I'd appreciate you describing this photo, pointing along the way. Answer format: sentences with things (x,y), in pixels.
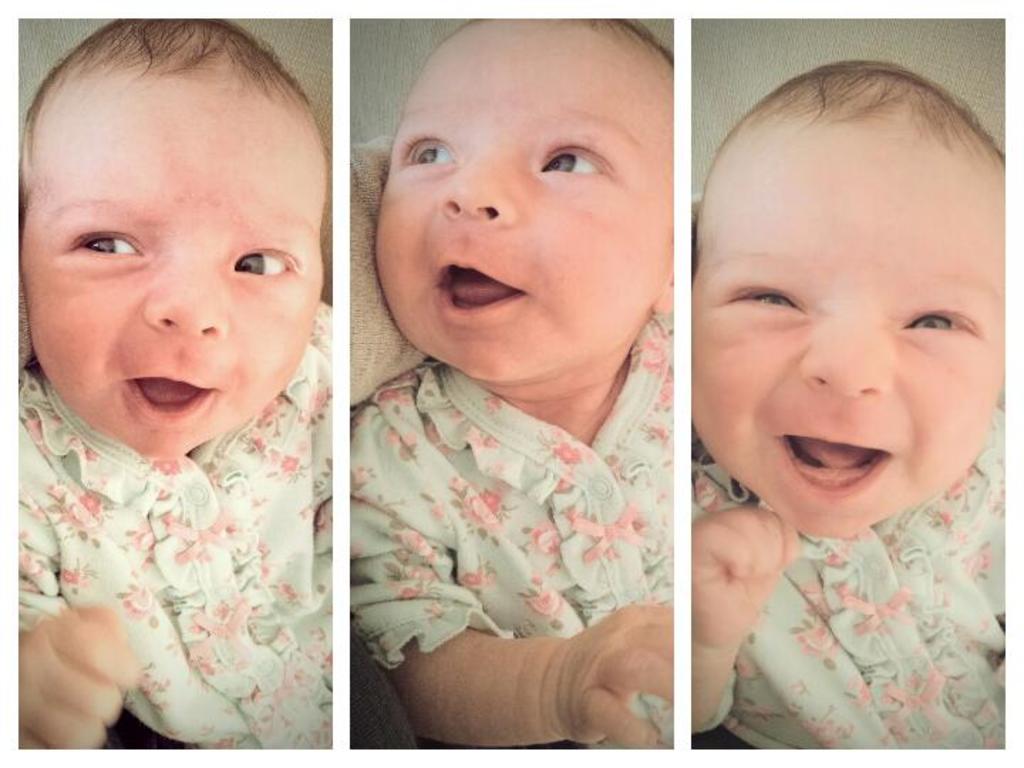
In this image we can see three pictures of a same kid (438,320) with different expressions and in the middle (355,266) picture we can also see a cloth (360,219).
